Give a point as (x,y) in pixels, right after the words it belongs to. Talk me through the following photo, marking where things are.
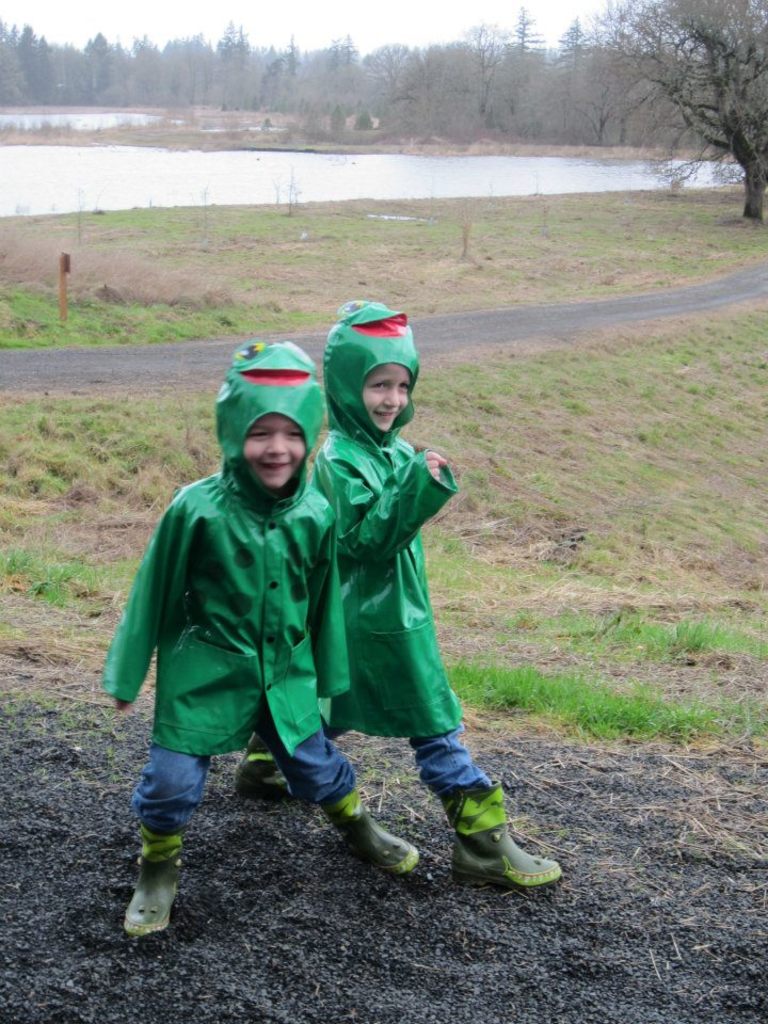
In this image I can see the ground (366,931), two children (238,705) wearing green, blue and red colored dresses (249,598) are standing on the ground (336,919), some grass (537,639) on the ground (600,629) and the road (506,330). In the background (78,173) I can see the water (142,164), few trees (208,91) and the sky (319,35).
